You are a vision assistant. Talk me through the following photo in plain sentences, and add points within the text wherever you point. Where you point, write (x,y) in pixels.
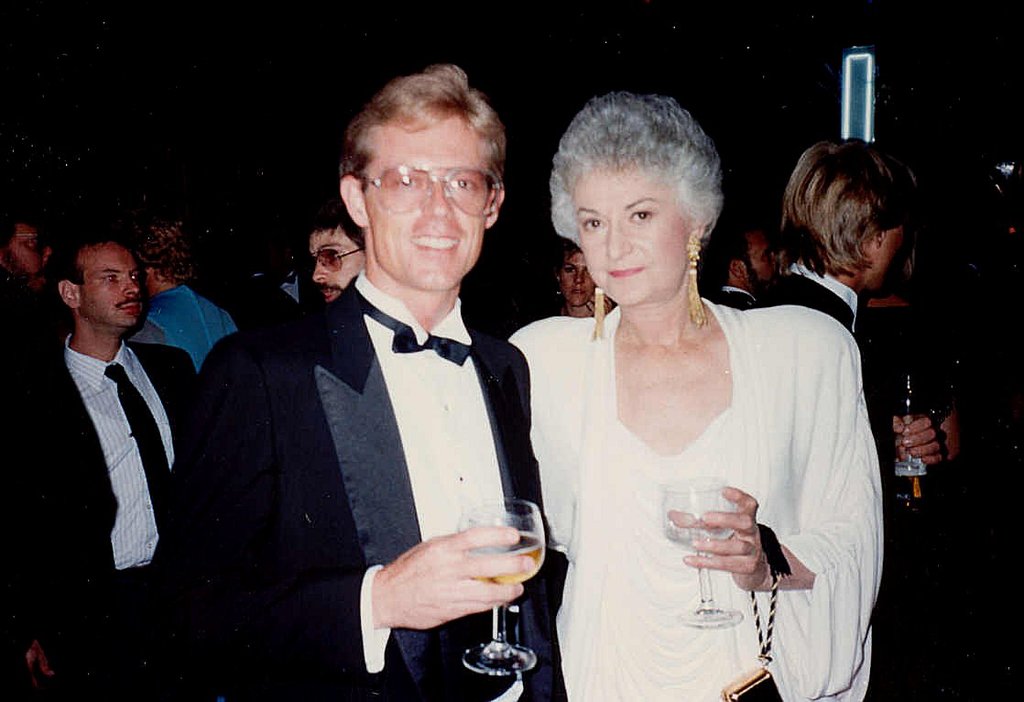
This picture shows a group of people (117,341) Standing and few people (579,539) holding wine glasses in their hands (913,430).
